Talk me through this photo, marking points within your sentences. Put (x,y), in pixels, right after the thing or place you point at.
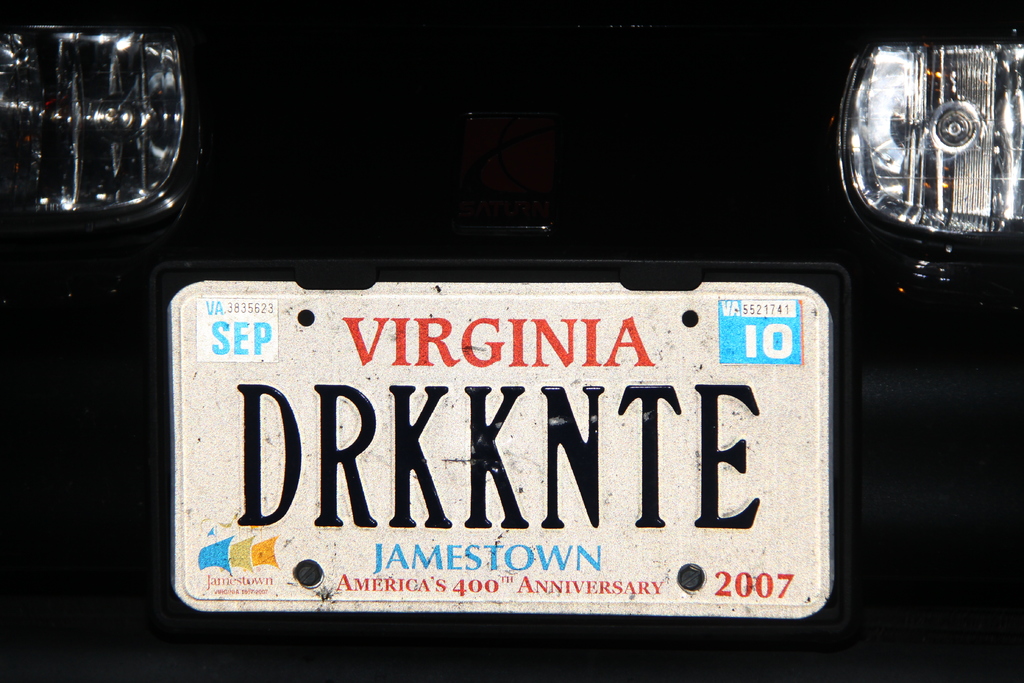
In this image I can see few lights (56,160), a white colour board (292,388) and on it I can see something is written. I can also see black colour in background (459,231).
